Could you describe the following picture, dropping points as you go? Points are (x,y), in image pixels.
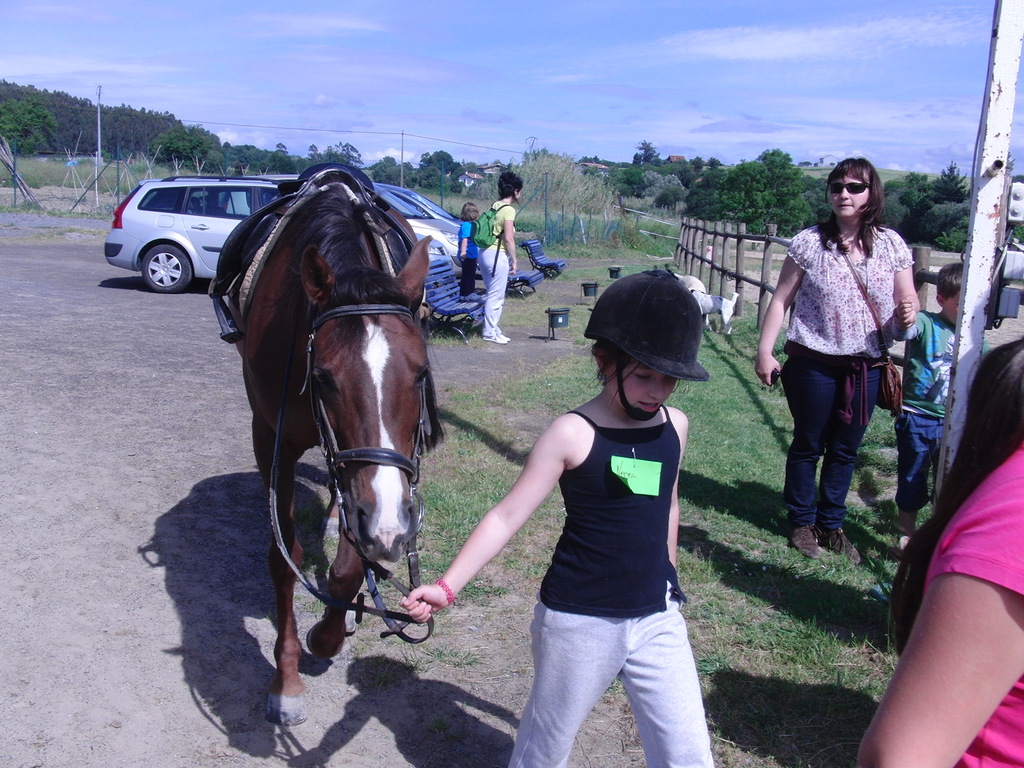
In this image, we can see people (586,332) wearing clothes (859,378). There are some trees (778,172), cars (177,227), benches (540,262) and lights (563,315) in the middle of the image (444,317). There is a horse (281,317) at the bottom of the image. There is a pole (956,352) and fence (737,273) on the right side of the image (976,315). There are clouds (504,113) in the sky (703,37).
